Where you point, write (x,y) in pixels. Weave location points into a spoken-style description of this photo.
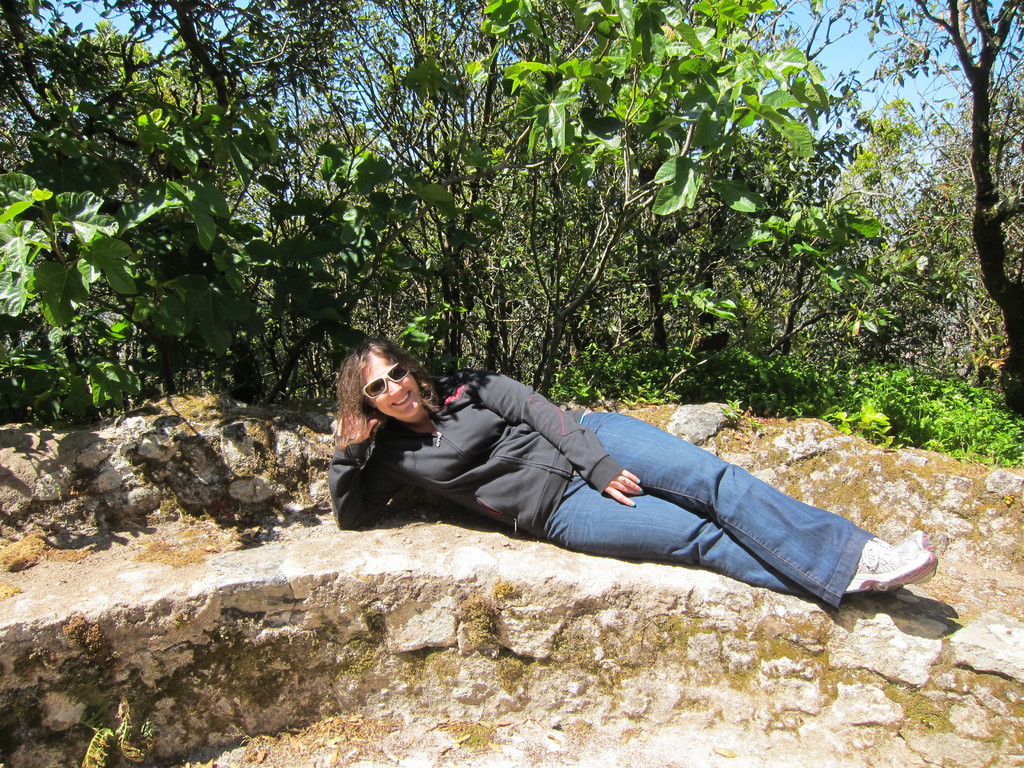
In the foreground of this image (646,466), there is a woman (577,484) lying on a stone seat (385,587). In the background (814,251), there are trees (825,239) and the sky (837,61).
